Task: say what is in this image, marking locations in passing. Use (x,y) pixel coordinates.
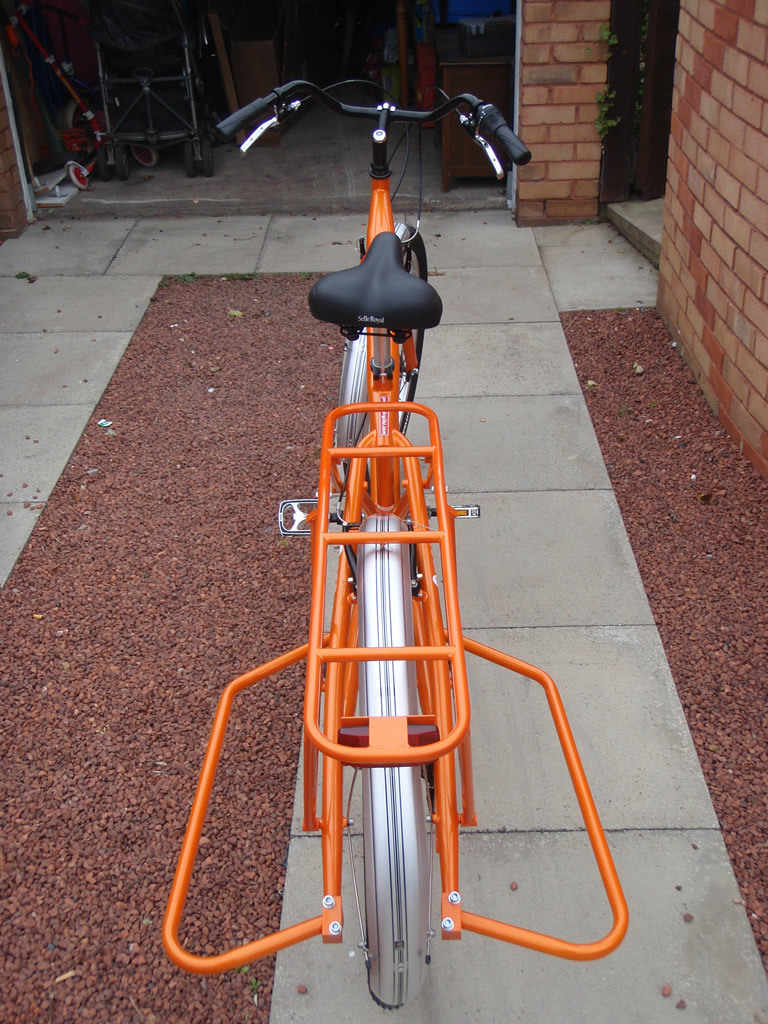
In this picture we can observe an orange color bicycle (371,524) parked on the floor (493,432). We can observe black color seat (376,307) and handle (232,121). On the right side (550,140) there is a wall (692,187) which is in brown color.
